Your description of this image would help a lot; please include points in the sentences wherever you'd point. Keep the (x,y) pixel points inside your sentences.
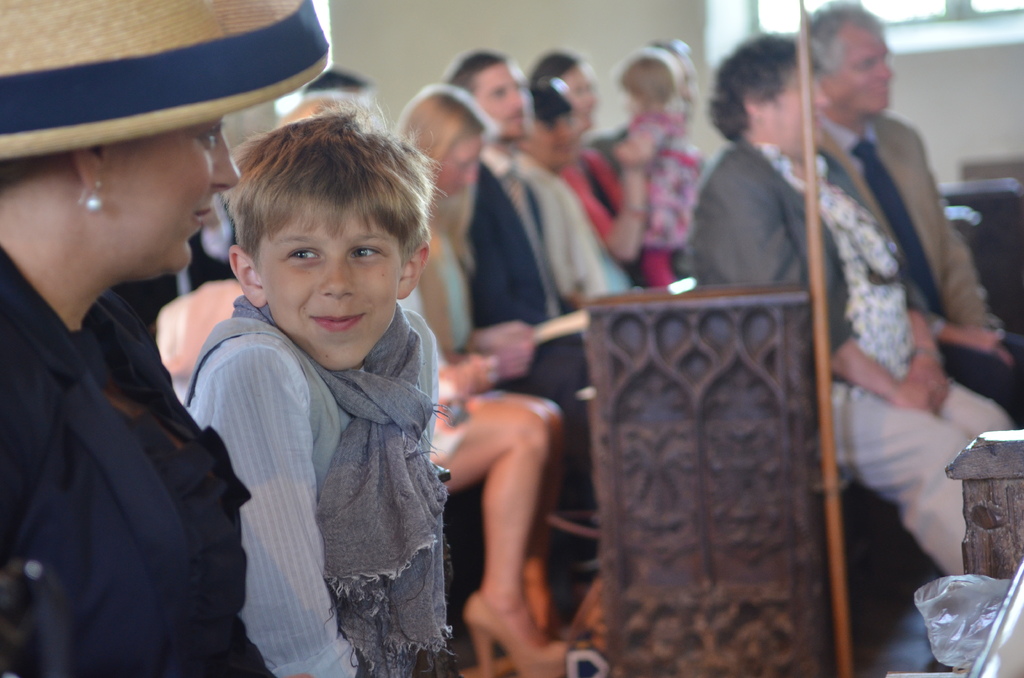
In this image we can see a group of people (455,235) sitting, in the background (417,34), we can see a wall (475,41) and a window (918,5), there are some objects (714,472) on the floor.
